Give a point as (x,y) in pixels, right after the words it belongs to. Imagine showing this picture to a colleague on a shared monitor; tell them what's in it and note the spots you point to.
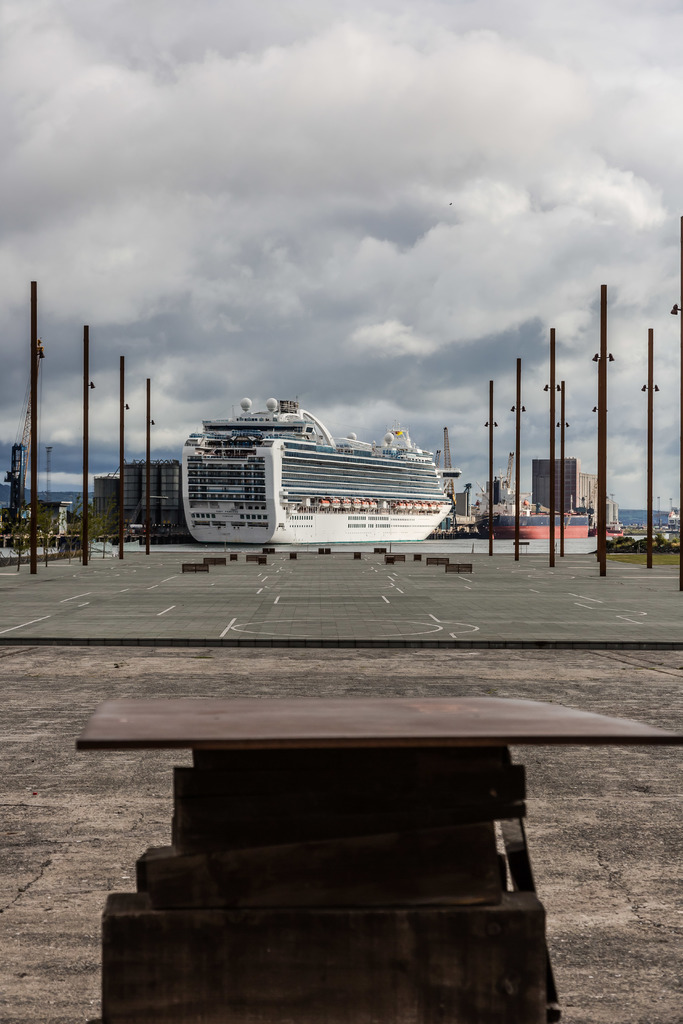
In the background of the image (377,521) there are boats (312,518), sky (443,389), clouds (132,340). In the center of the image (386,631) there is road (412,589), poles (32,376). In the foreground of the image (236,975) there is a wooden object (184,857).
